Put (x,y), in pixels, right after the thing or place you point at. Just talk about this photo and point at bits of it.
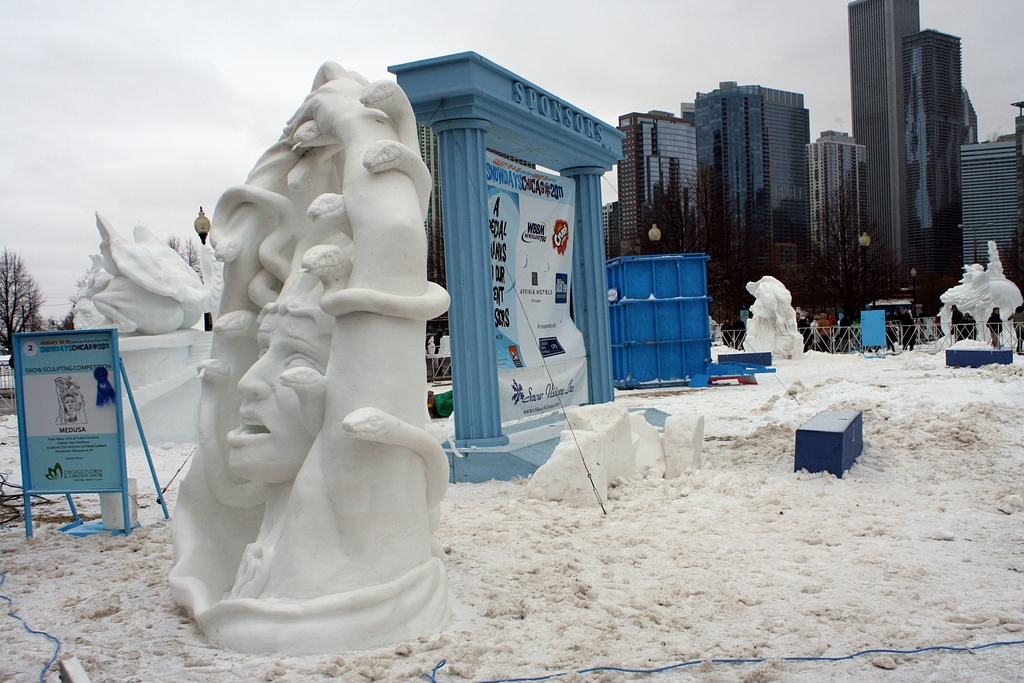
In this picture we can see sculptures (309,559), name board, banner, arch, some objects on the ground (549,584) and in the background (817,159) we can see a fence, people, buildings (797,180), trees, electric poles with lights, sky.
